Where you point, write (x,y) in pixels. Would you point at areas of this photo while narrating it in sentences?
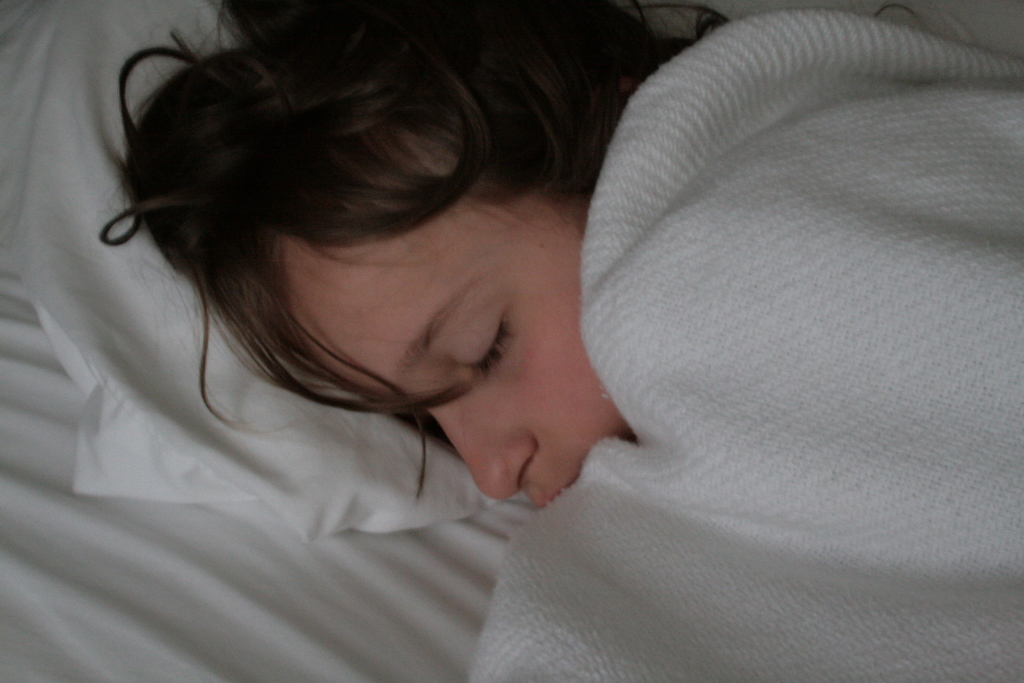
In this image we can see a person (464,334) sleeping on the bed (390,582) and the person (504,349) is covering a blanket (838,408).
